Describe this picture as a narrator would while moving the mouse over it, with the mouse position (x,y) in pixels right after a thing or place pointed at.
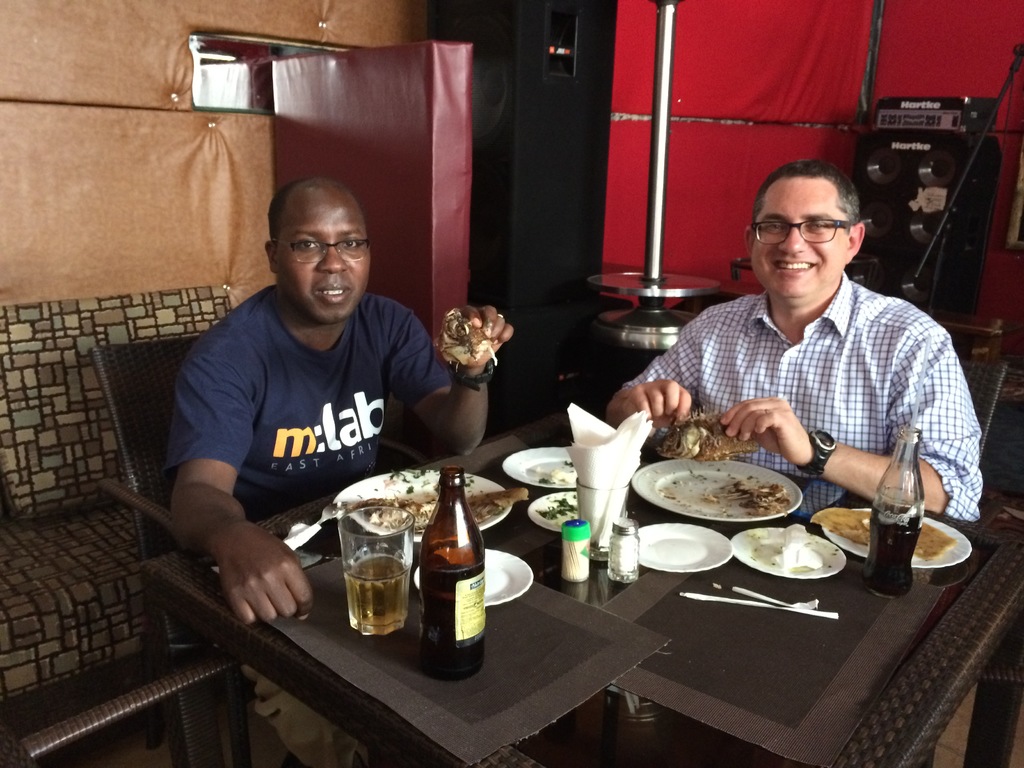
In this image there are two men (804,325) who are sitting around the table (523,602). On the table (721,535) there are plates (687,491), glasses (401,589), bottles (448,584) and tissue papers (602,464). In the plate (701,490) there is some food (748,484). In the background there is an iron pole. On the left side (149,124) top there is a wall (160,134). Behind the chair (129,436) there is a sofa (46,510).
